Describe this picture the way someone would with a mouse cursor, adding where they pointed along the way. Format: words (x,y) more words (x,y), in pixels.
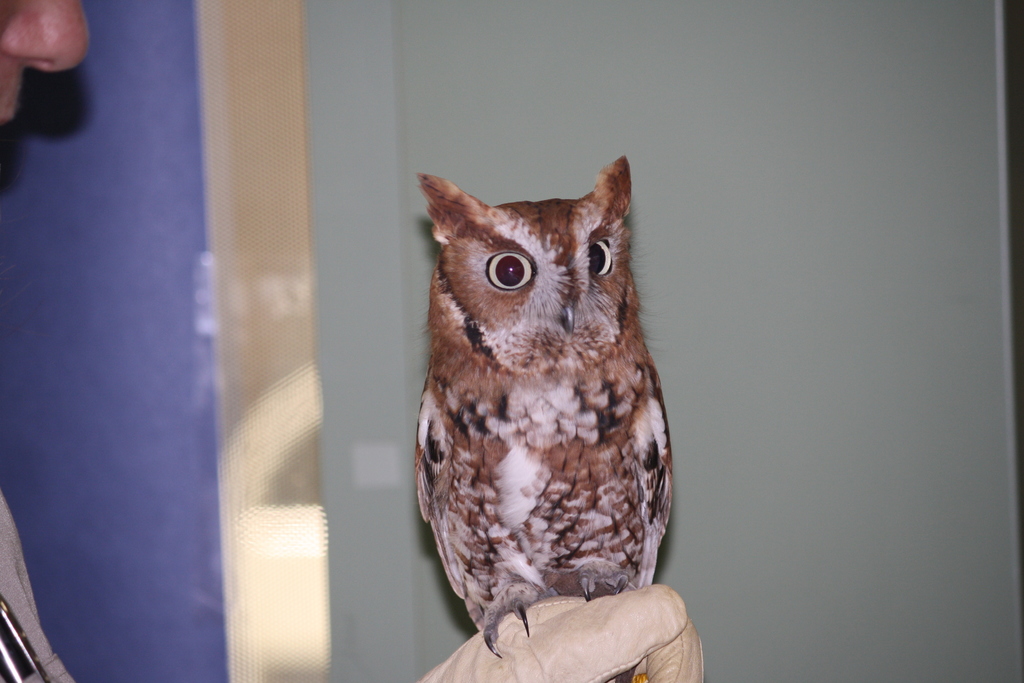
In this picture there is a brown color owl (461,481) sitting on the man hand (572,614). Behind there is a grey color wall (911,479).
